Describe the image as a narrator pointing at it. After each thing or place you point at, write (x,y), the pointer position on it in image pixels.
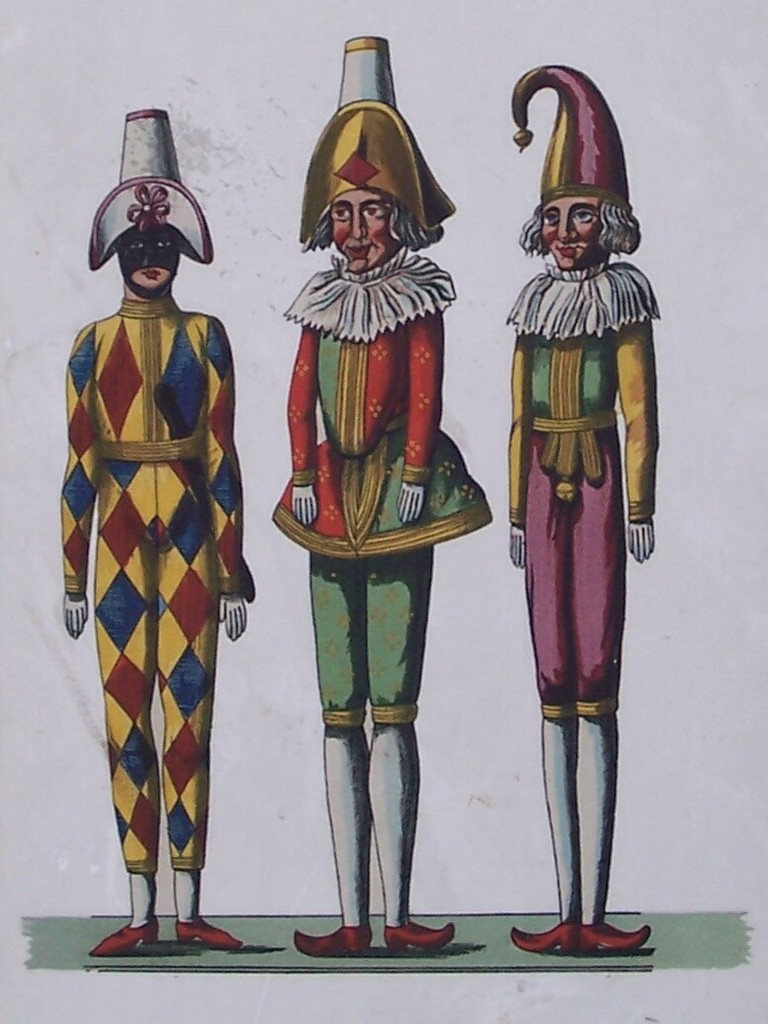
In this image I can see three toys (374,470) in different color dresses (323,615). Background (269,160) is in white color.
